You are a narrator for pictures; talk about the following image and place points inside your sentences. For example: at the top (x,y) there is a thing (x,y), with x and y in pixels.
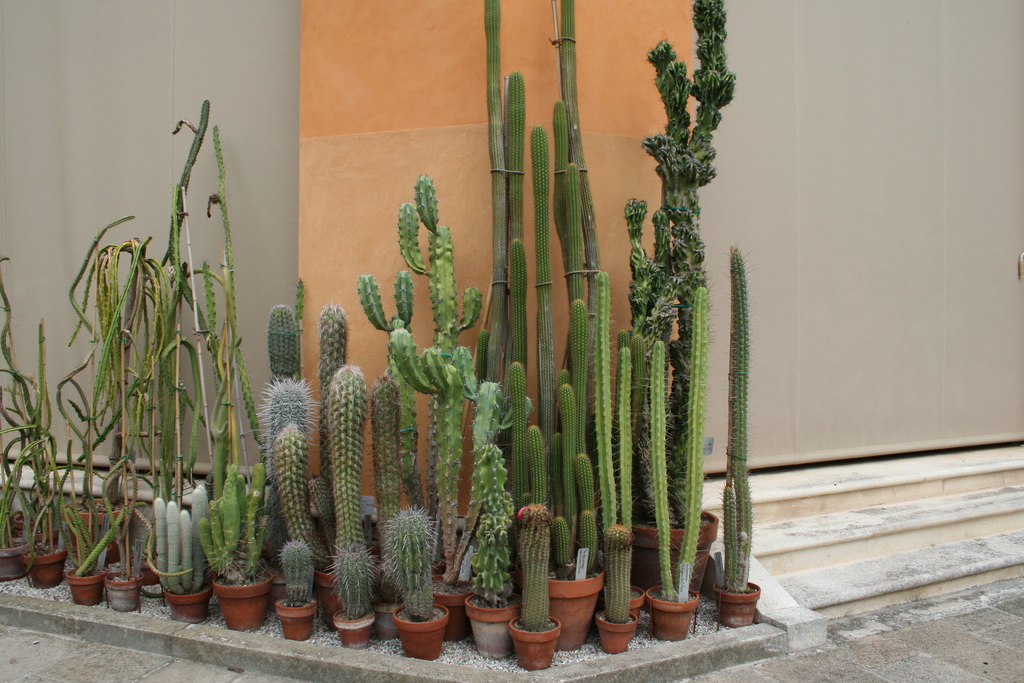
In this image, I see a lot of desert plants (2,534) which are in the pot (45,580). In the background (18,338) I see the wall (751,408) and the steps (1016,574).
